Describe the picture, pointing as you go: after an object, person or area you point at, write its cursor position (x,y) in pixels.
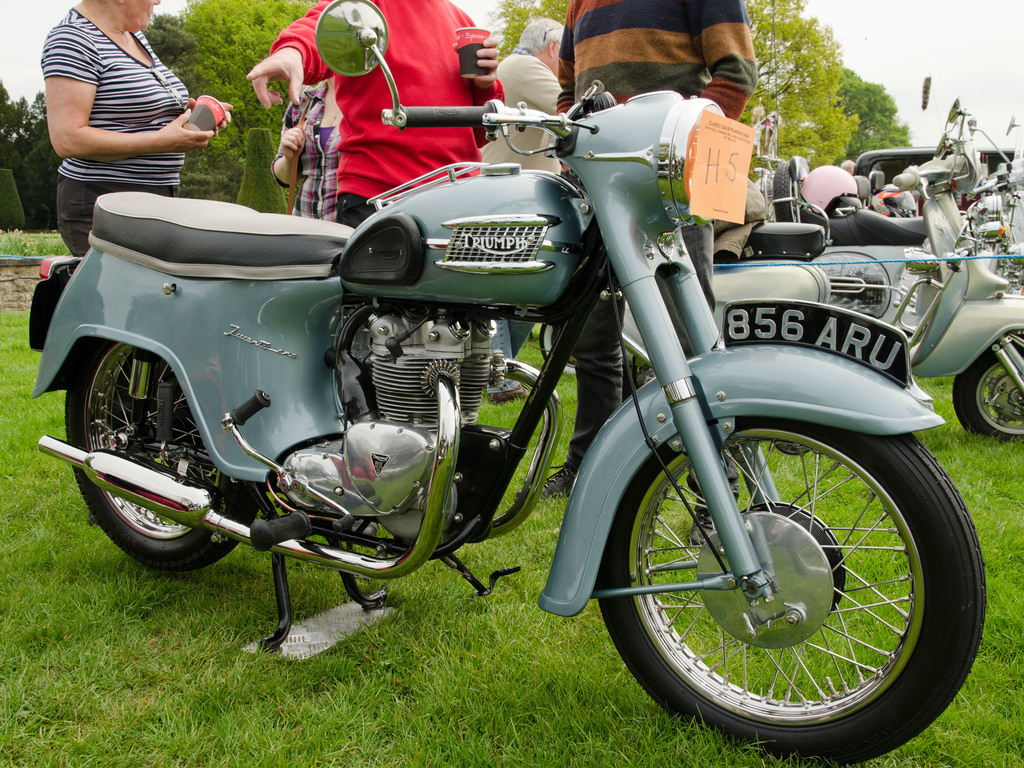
In this image we can see some group of vehicles (641,407) parked, there are some group of persons (65,154) and in the background of the image (817,131) there are some trees (851,89) and clear sky (945,9).
